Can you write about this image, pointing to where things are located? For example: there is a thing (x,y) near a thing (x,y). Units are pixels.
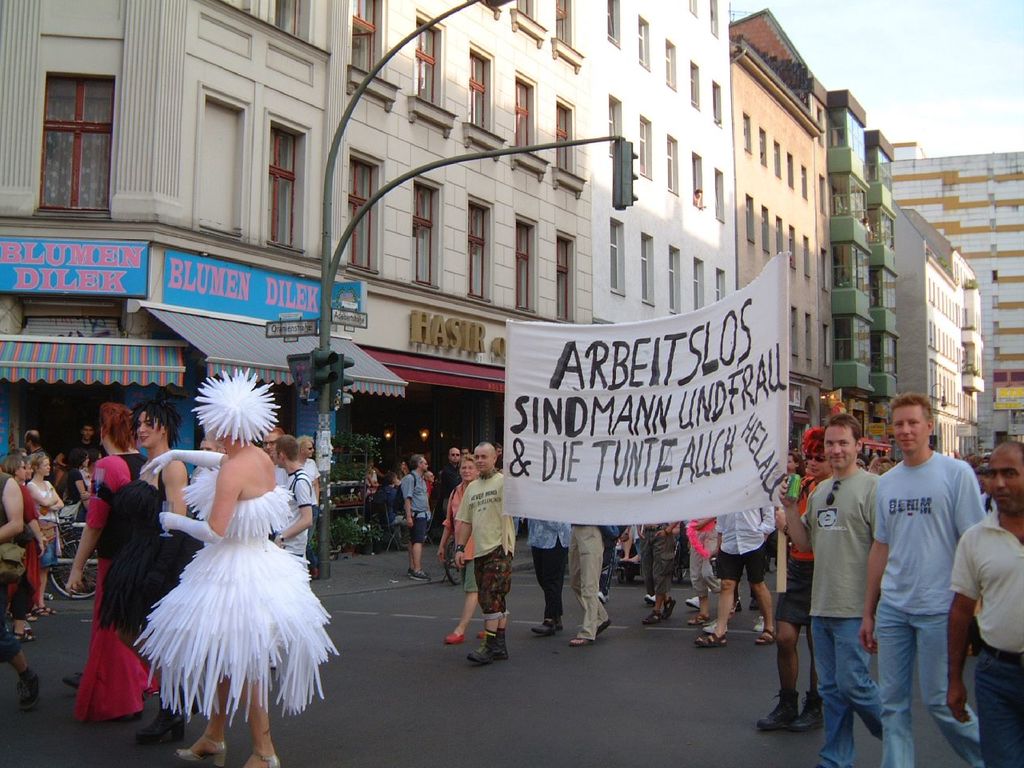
In this image we can see few buildings (742,171) and they are having many windows (848,196). There are many people (938,510) and few people (806,519) are carrying objects (668,400) in the image. There are few store (276,343) in the image. There are few advertising boards (416,337) in the image. There are few vehicles (77,549) in the image. There is a sky (968,65) in the image. There is a road (589,689) in the image. There is a banner (741,417) in the image.
